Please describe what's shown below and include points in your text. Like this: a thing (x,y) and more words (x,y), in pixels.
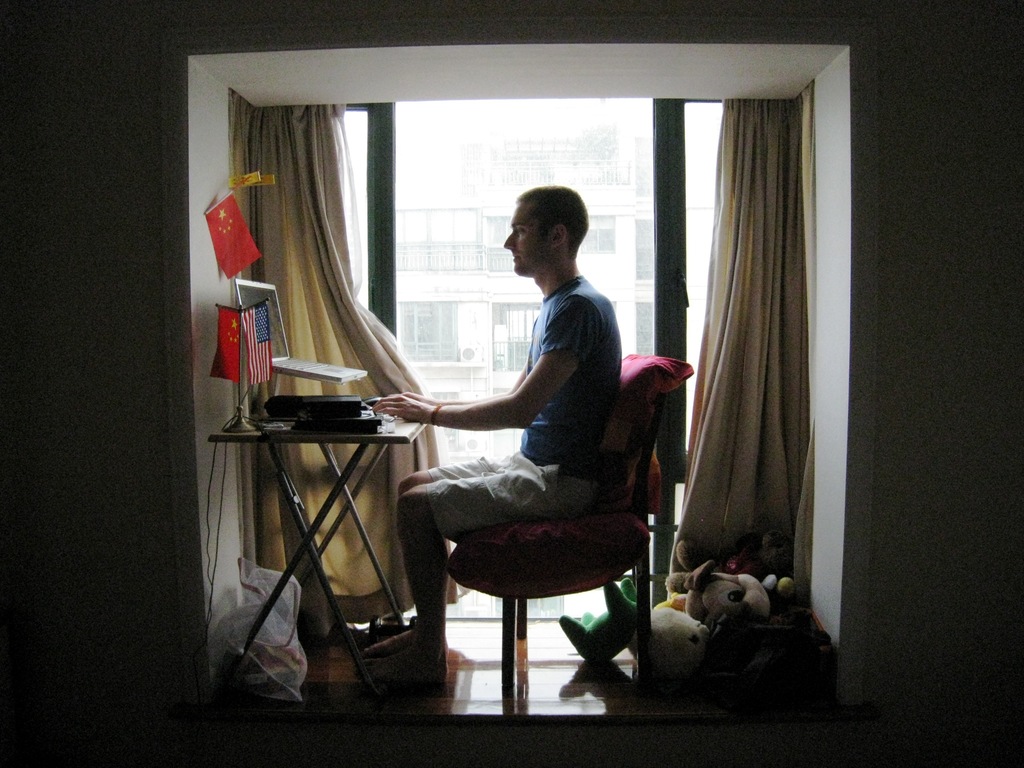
In the image one man (510,399) is sitting wearing a blue t-shirt (578,443) on a chair (545,522). In front of him there is a table (384,432) on the table (398,424) there are laptop (332,370), flags (253,359), books (335,400). Behind him there are many soft toys (724,560). In the background (359,184) there is a glass window (456,216). There are curtains (309,185) in the both side of the window (595,176). Through the window (477,293) we can see building (454,223). Under the table (258,627) there is a plastic bag (269,643).
